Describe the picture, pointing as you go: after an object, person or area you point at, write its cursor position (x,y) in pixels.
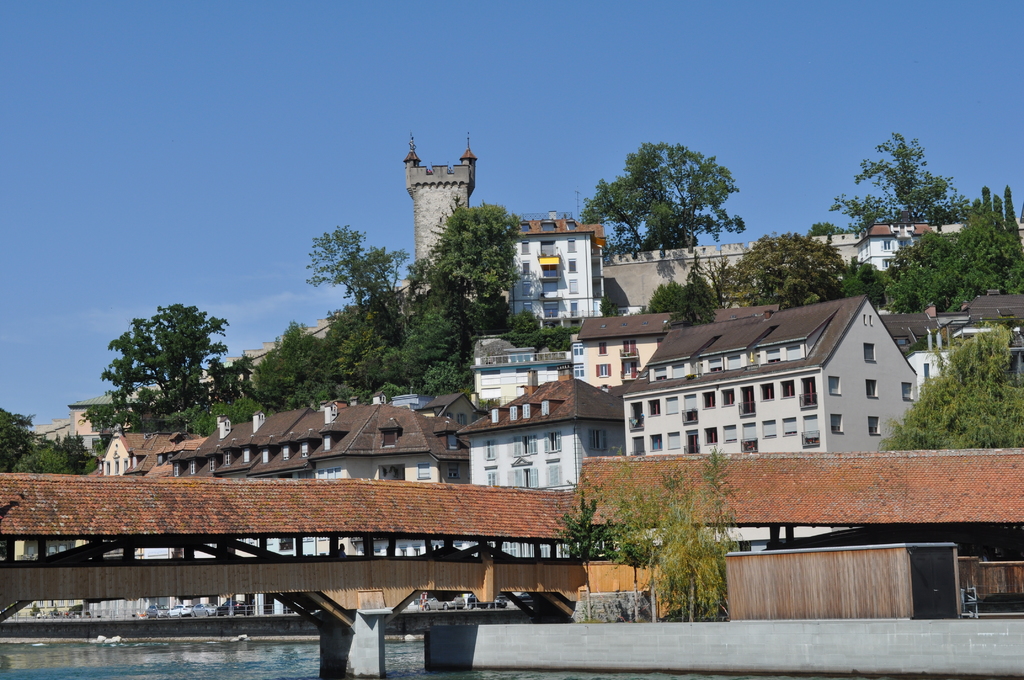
This image is taken outdoors. At the top of the image (136,162) there is the sky (234,283) with clouds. At the bottom of the image (201,659) there is a river (269,667) with water (148,648). In the background (640,344) there are many houses (517,386), buildings (629,363) and trees (949,394). In the middle of the image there is a bridge (919,484) and there is a road (250,614). A few vehicles (248,612) are moving on the road (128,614). There are few plants (658,560).
